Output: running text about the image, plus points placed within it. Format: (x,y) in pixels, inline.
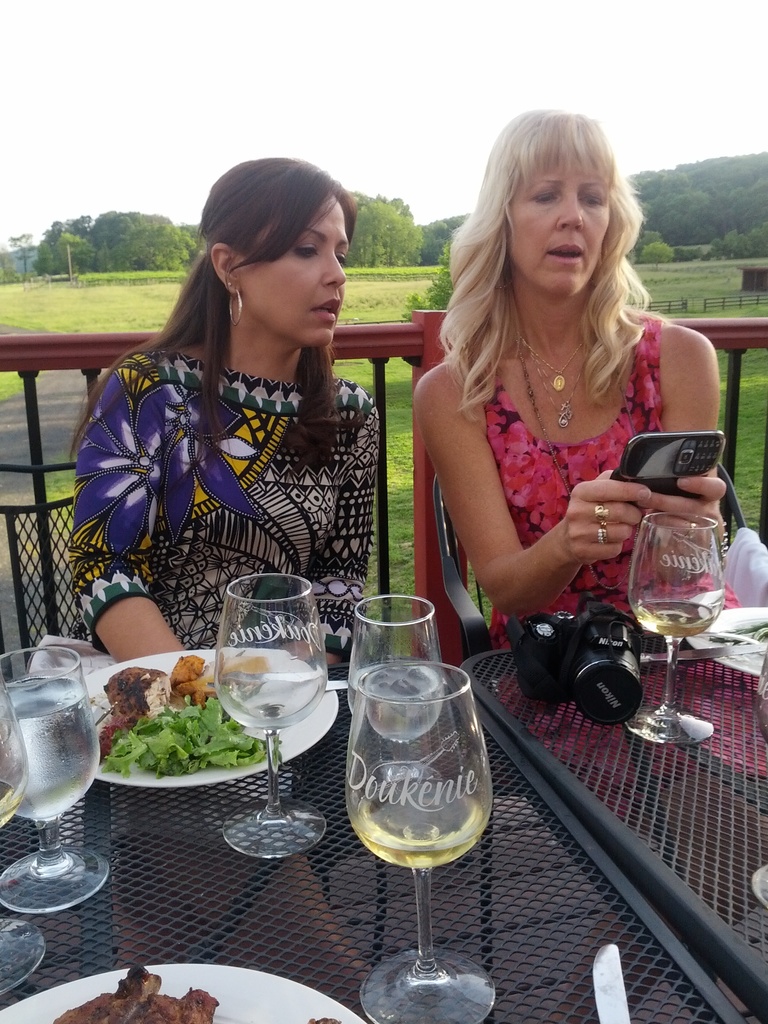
On the right (578,369) there is a woman (560,419) she wear pink dress (529,461) her hair (589,146) is long she is sitting on the chair (485,628) she is holding mobile phone (679,466). On the left (218,466) there is a woman (258,520) her hair (281,185) is long. In the middle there is a table (564,788) on the table (367,927) there is glass (376,822), plate (197,780), camera (564,695) some other items (734,649). In the background (397,185) there are trees (675,211), hill (673,201), sky (472,81), plant (428,299) and grass (401,315).
